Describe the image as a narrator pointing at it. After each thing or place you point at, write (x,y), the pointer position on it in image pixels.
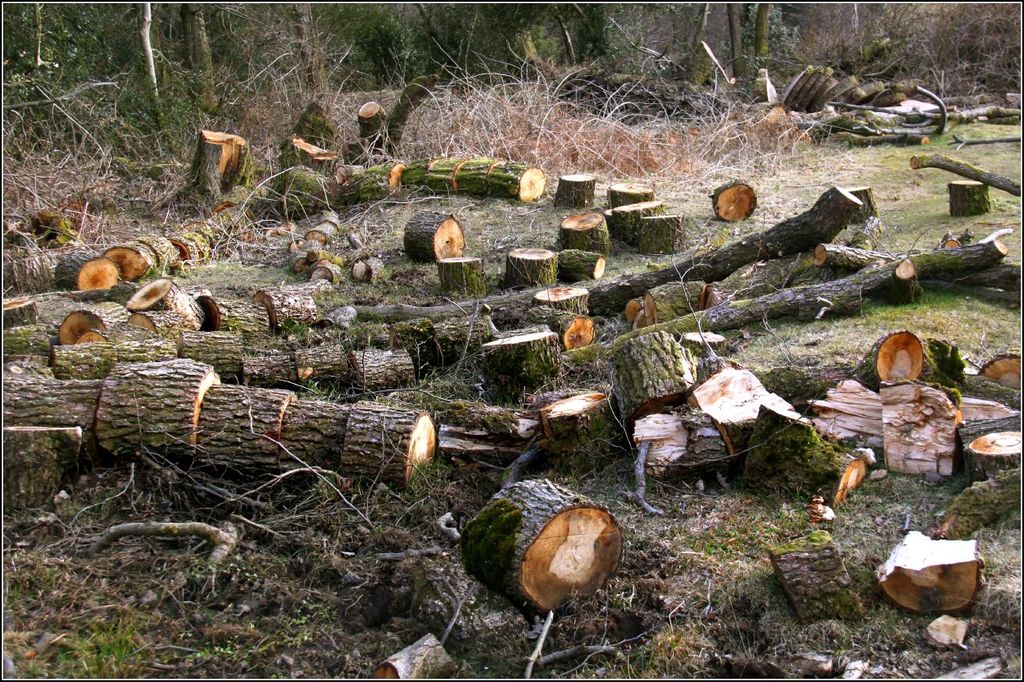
In this image there are logs (496,439). At the bottom (369,622) there is grass (662,601). In the background (570,154) we can see twigs (563,134) and trees (116,67).
